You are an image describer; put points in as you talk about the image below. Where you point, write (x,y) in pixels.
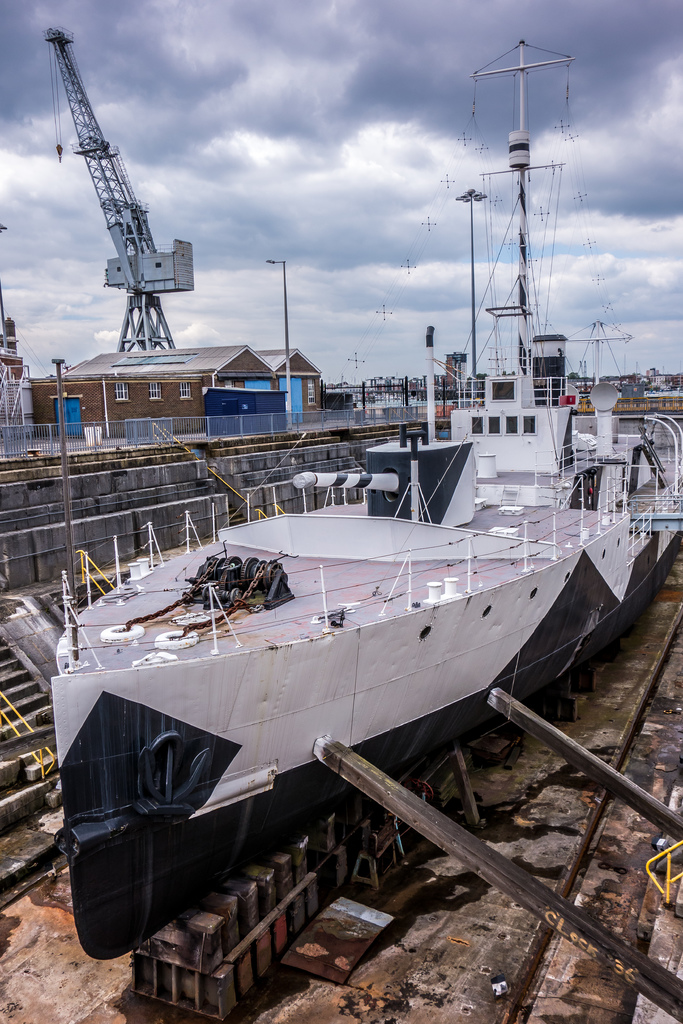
In this picture there is a ship (457,478) on the ground (521,923). It is in white in color and it is supported by the wooden poles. Towards the left (214,364) there are houses (202,362), cranes (135,325) etc. At the top (322,169) there is a sky (333,183) with clouds (333,183).
